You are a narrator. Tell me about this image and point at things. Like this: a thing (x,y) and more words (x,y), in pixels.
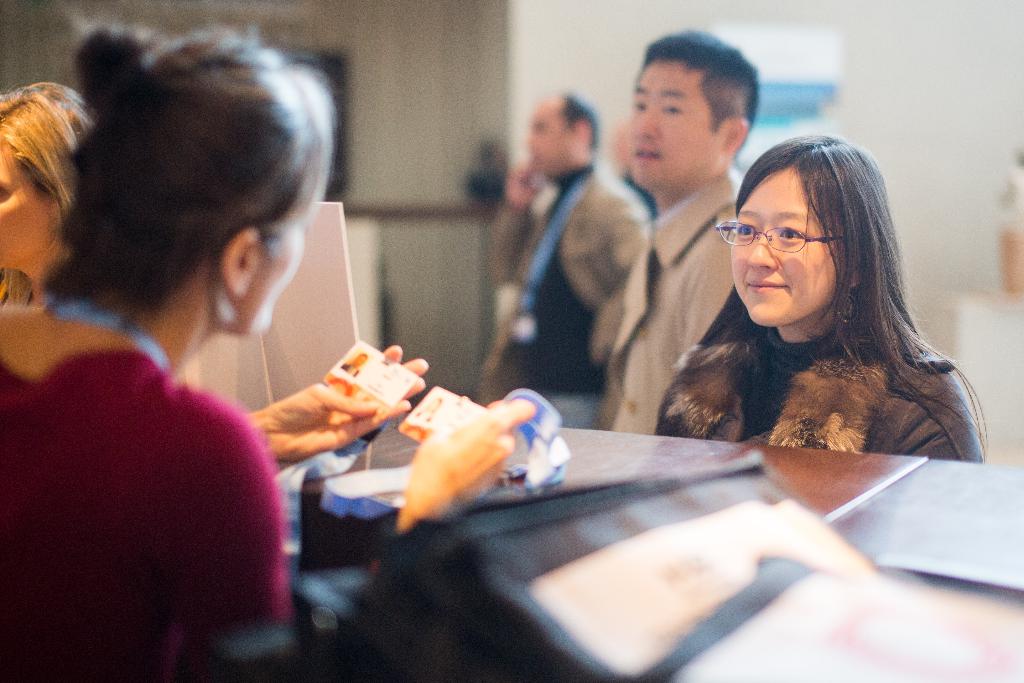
Here we can see few persons (661,360). A person (130,661) is holding cards (370,364) with her hands (321,427). There are tables (923,480). In the background (843,48) we can see wall (959,152).
